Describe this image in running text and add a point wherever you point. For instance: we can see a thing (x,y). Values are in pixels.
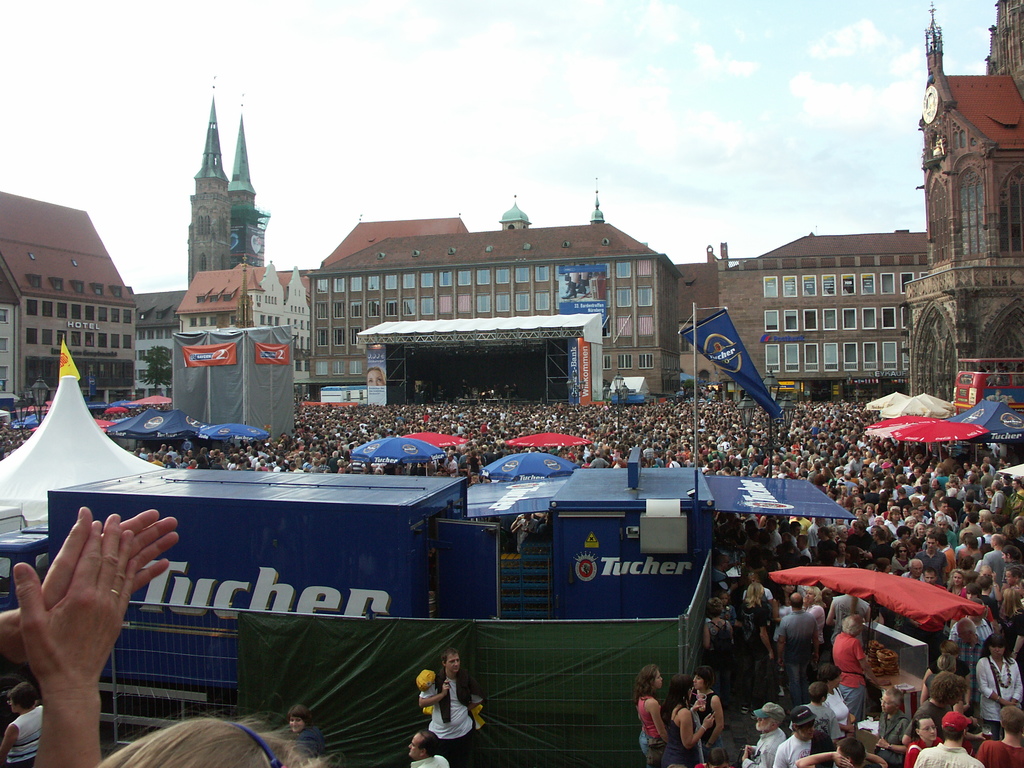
Buildings (547,289) with windows (28,331). Here we can see a crowd (918,461), banner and umbrellas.
